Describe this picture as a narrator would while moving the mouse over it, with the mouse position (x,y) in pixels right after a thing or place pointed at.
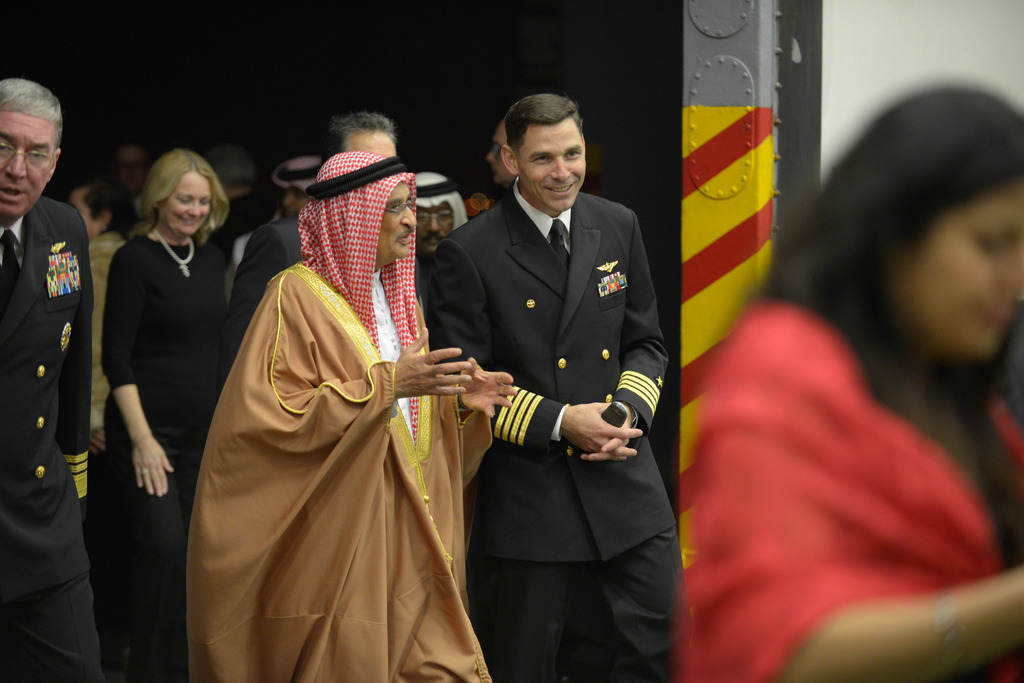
In this image we can see people (491,238) standing on the ground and an iron bar (752,230).
